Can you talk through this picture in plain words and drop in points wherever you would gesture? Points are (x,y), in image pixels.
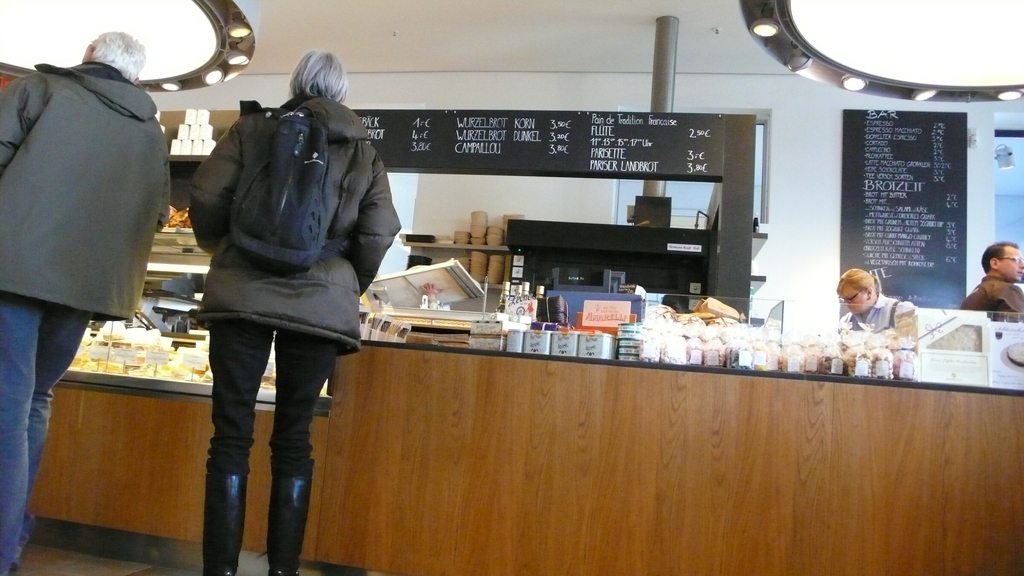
In this image, on the left side (57,217), we can see two people (231,318) are standing in front of the table (415,348). On the table (448,356), we can see some objects (642,346) and bottles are placed. On the right side (998,265), we can see two people (1013,263) are standing behind the table (488,360). In the background (927,218), we can see a board (959,184) with some text (525,138) written on it, pillars (663,108). At the top (472,12), we can see a roof (614,57) with few lights (907,30).
